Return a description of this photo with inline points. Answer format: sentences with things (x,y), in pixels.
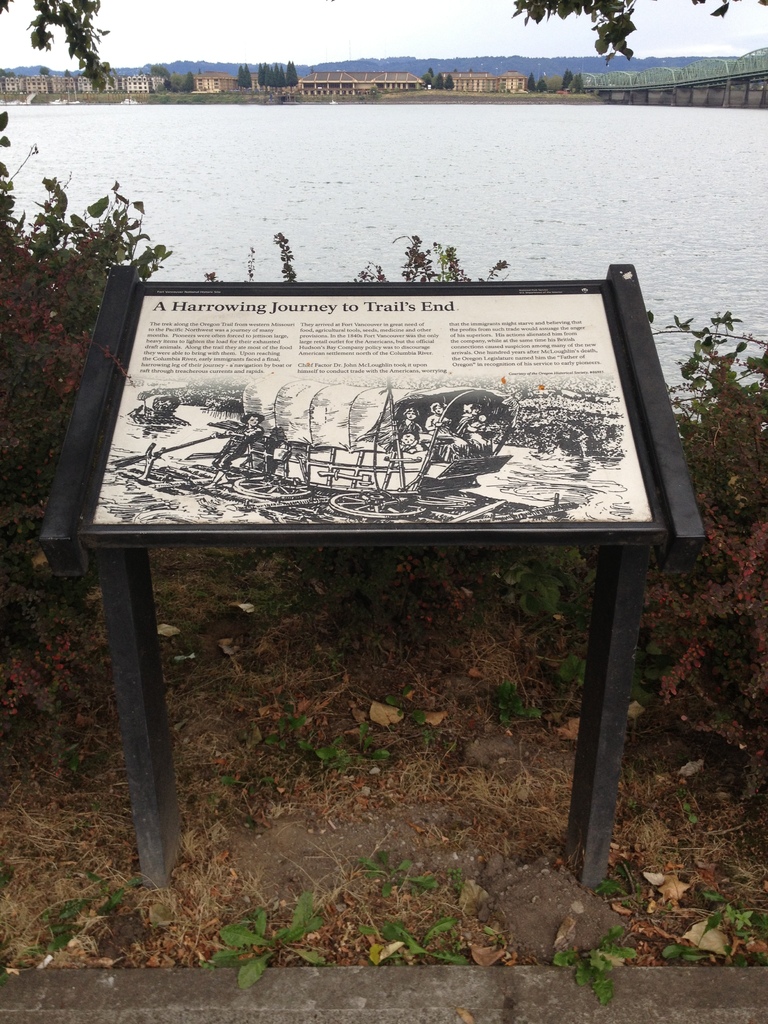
There is a table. On the table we can see a poster (560,458). There are plants (310,568), water (530,222), houses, and trees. In the background (589,27) there is sky (589,27).
